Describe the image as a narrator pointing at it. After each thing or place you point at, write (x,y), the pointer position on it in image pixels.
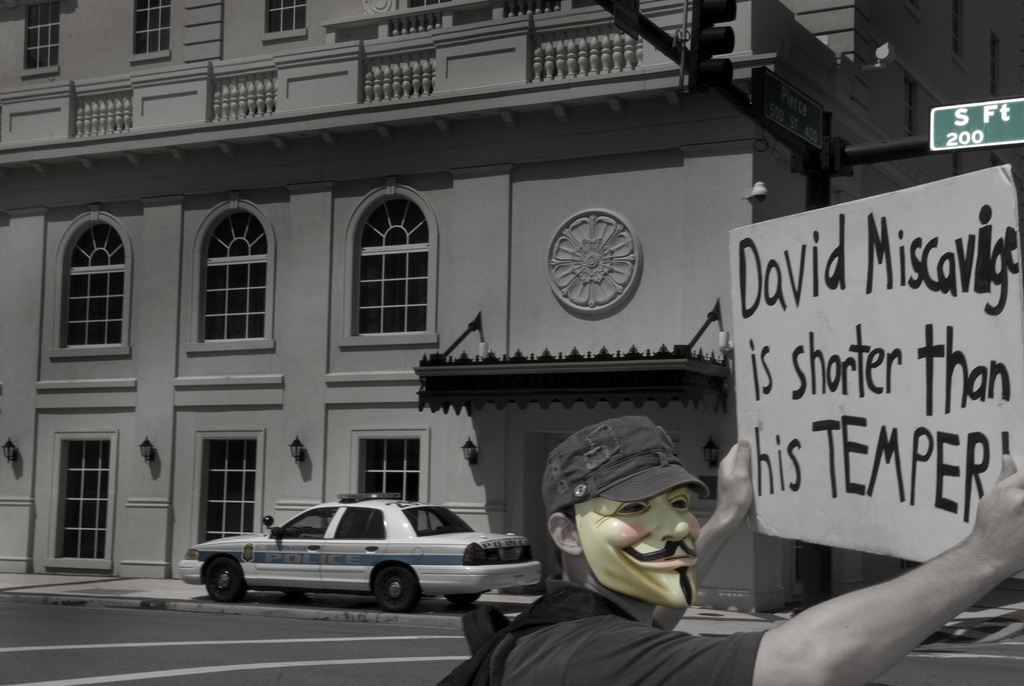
In the image we can see in front (605,571) there is a person (615,538) standing and he is holding a banner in his hand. Behind there is a car (412,571) parked on the road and there is a building (494,262). The image is mostly in black and white colour.
